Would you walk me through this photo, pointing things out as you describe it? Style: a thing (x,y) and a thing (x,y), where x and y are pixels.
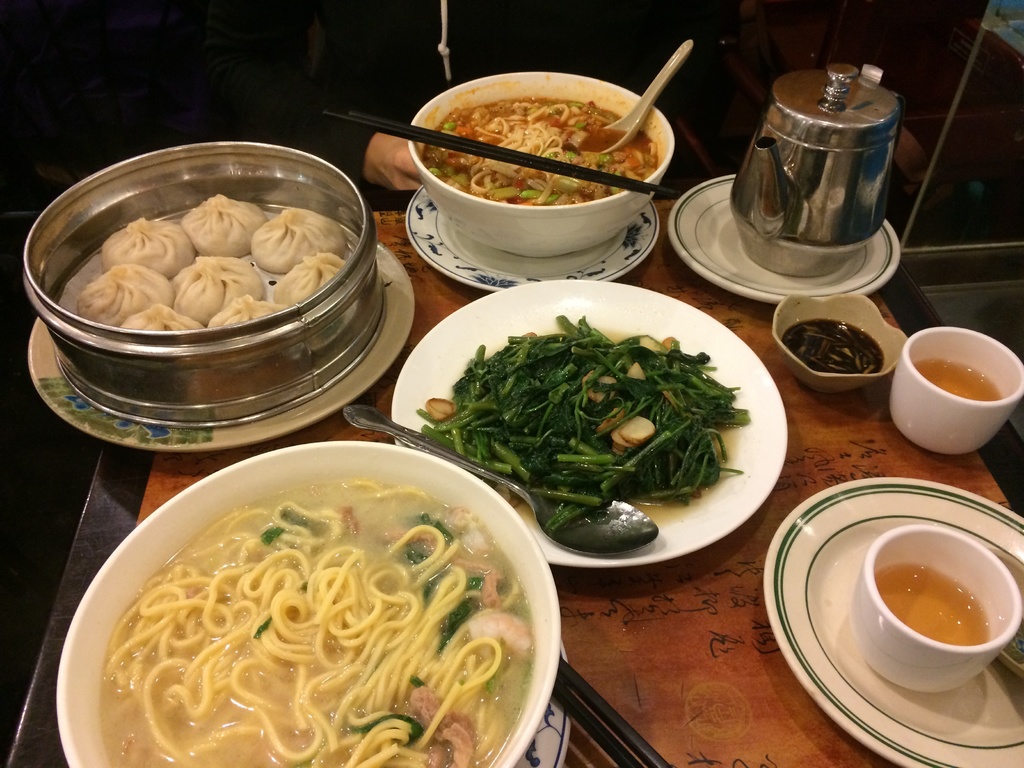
In this image we can see a wooden surface (362,437). On that there are plates (460,331) and some other things (286,194). On the plates (406,286) there are bowls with food items (177,250), cup (900,561) with drink (916,605), chopsticks (602,177) and some other things (822,191). Also we can see a person (536,34).
